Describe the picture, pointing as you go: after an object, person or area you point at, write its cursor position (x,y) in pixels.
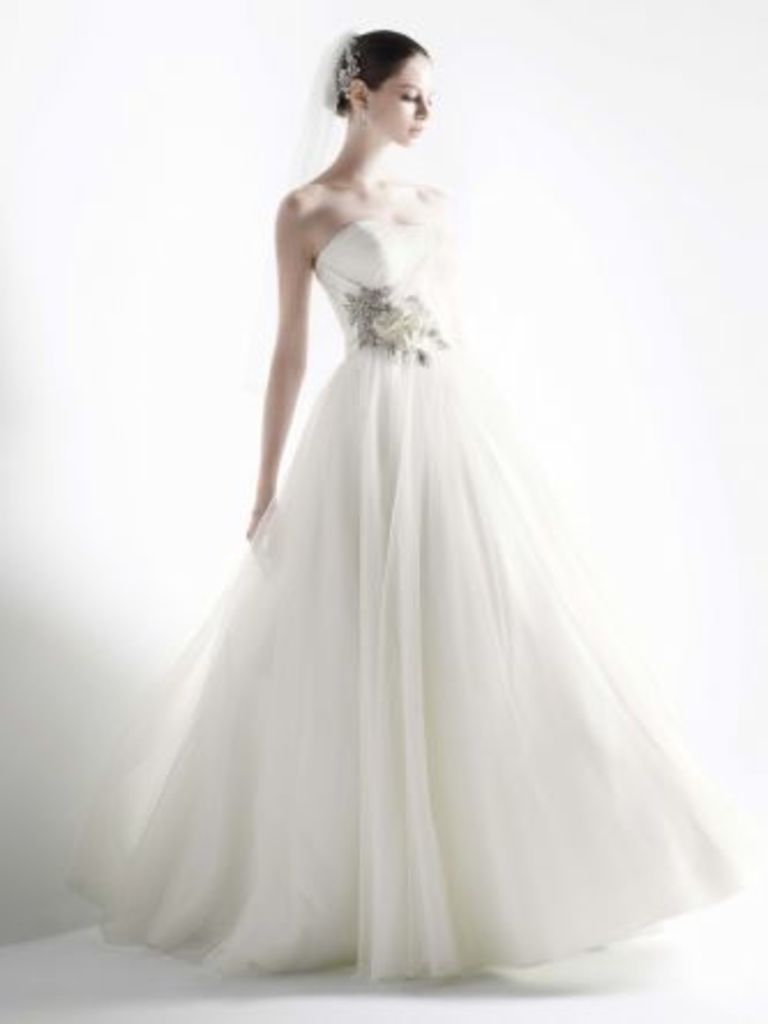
A beautiful woman (448,900) is there, she wore a white color dress (517,613).
